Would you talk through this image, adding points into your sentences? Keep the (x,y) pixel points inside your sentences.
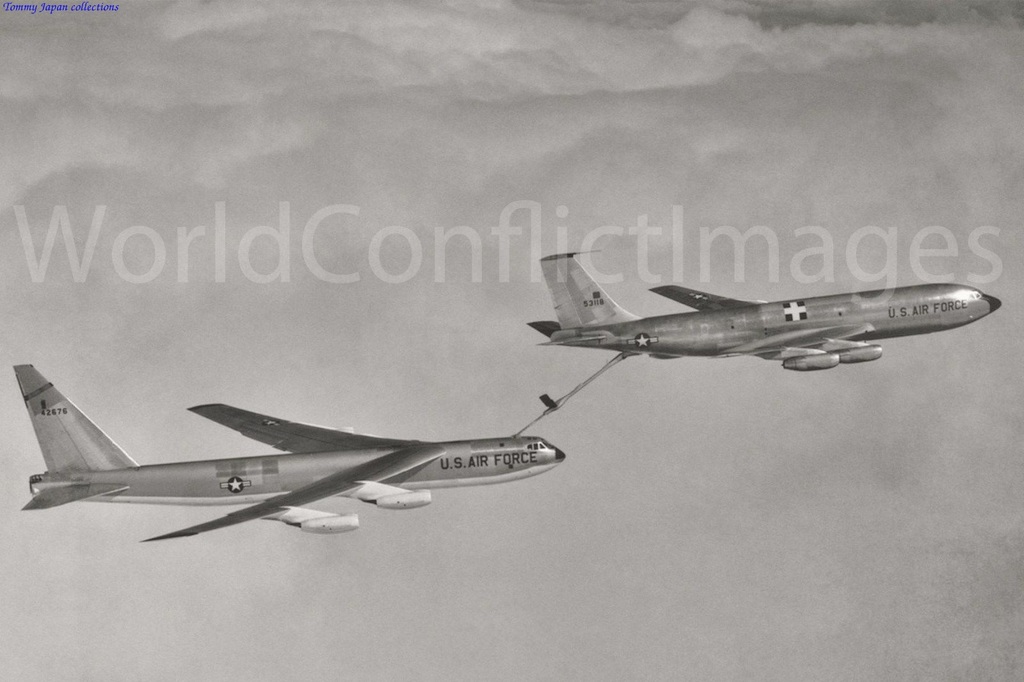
In this image we can see aeroplanes (488,442) flying in the sky (620,464).
